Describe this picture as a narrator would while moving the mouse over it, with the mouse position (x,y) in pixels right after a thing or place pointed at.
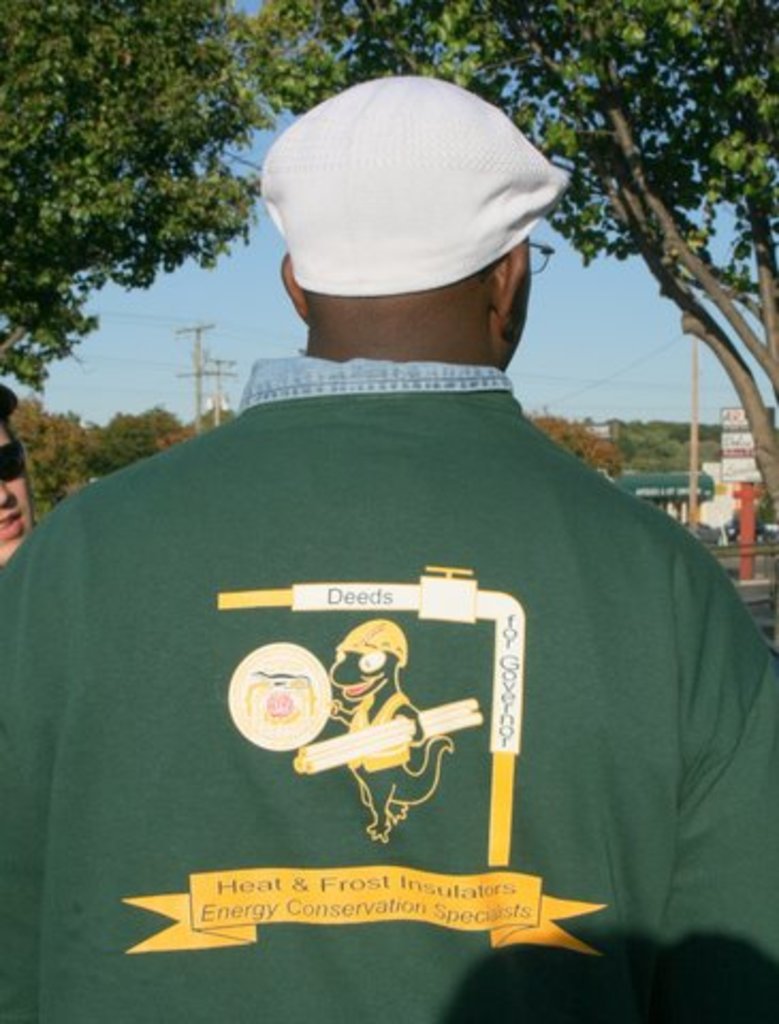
A man (259,655) is standing wearing cap (448,223), these are trees (302,88) and a sky (225,331).
